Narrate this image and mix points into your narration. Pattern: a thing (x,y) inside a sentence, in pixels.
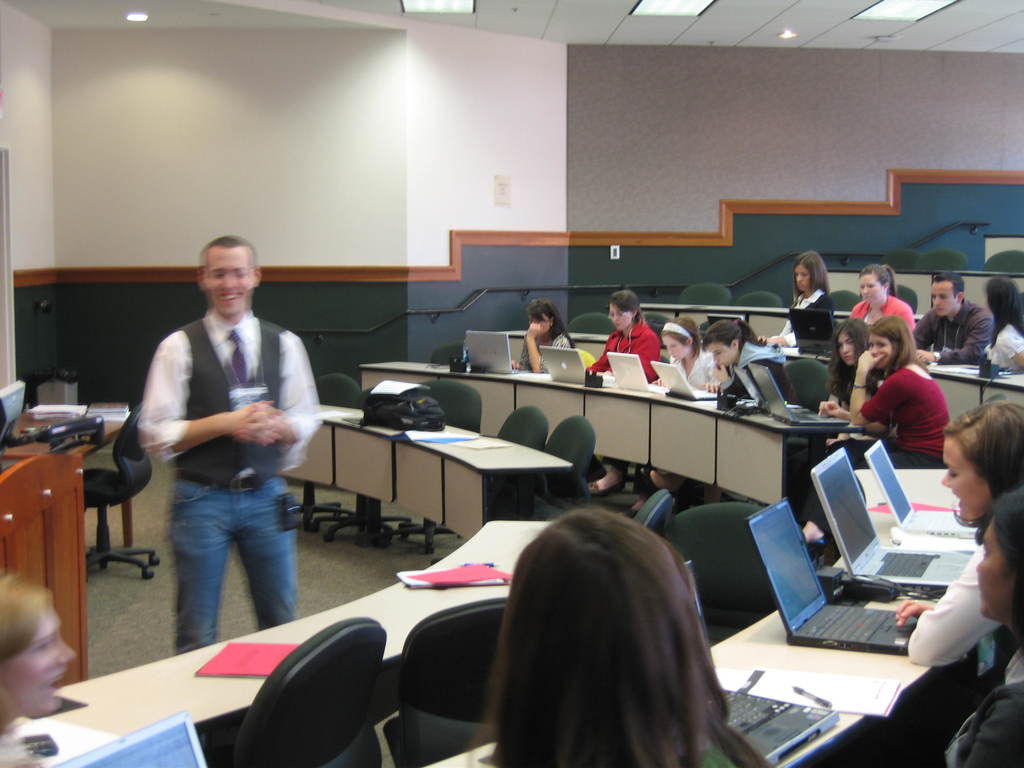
As we can see in the image there is a white color wall (342,96), few people (1020,491) over here and there are tables (625,394). On tables (530,459) there are laptops (763,383), bags (430,409), books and papers (458,433).
